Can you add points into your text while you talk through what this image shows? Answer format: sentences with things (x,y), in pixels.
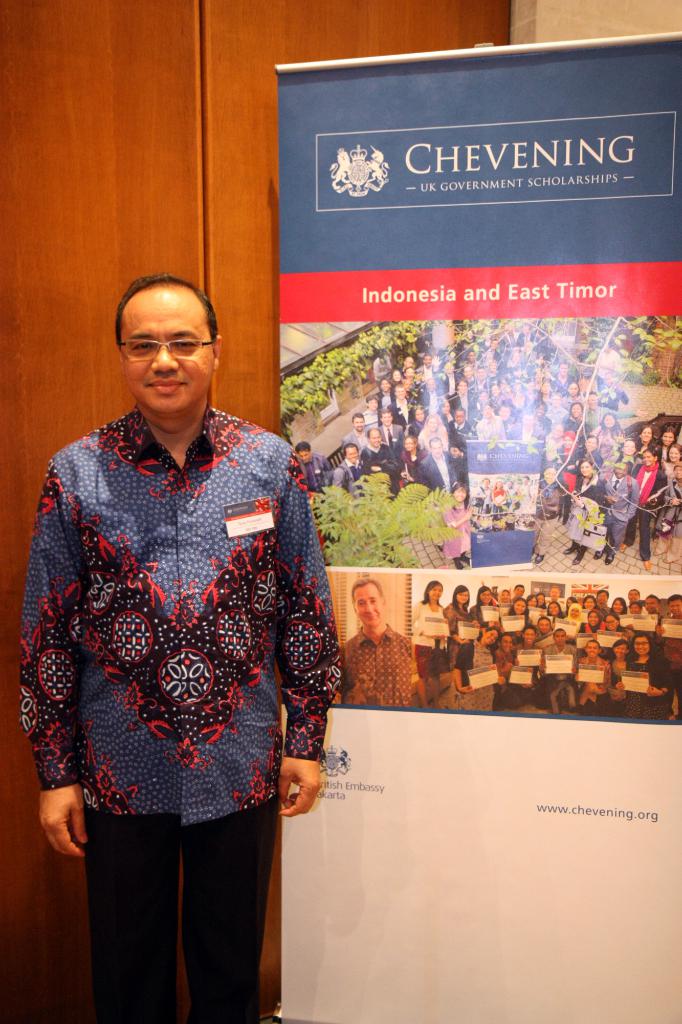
In the picture there is a person (312,712) standing near banner (681,310), there is a text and photographs (397,459) present on the banner (463,725), behind the person (182,757) there is a wall (87,1006).
